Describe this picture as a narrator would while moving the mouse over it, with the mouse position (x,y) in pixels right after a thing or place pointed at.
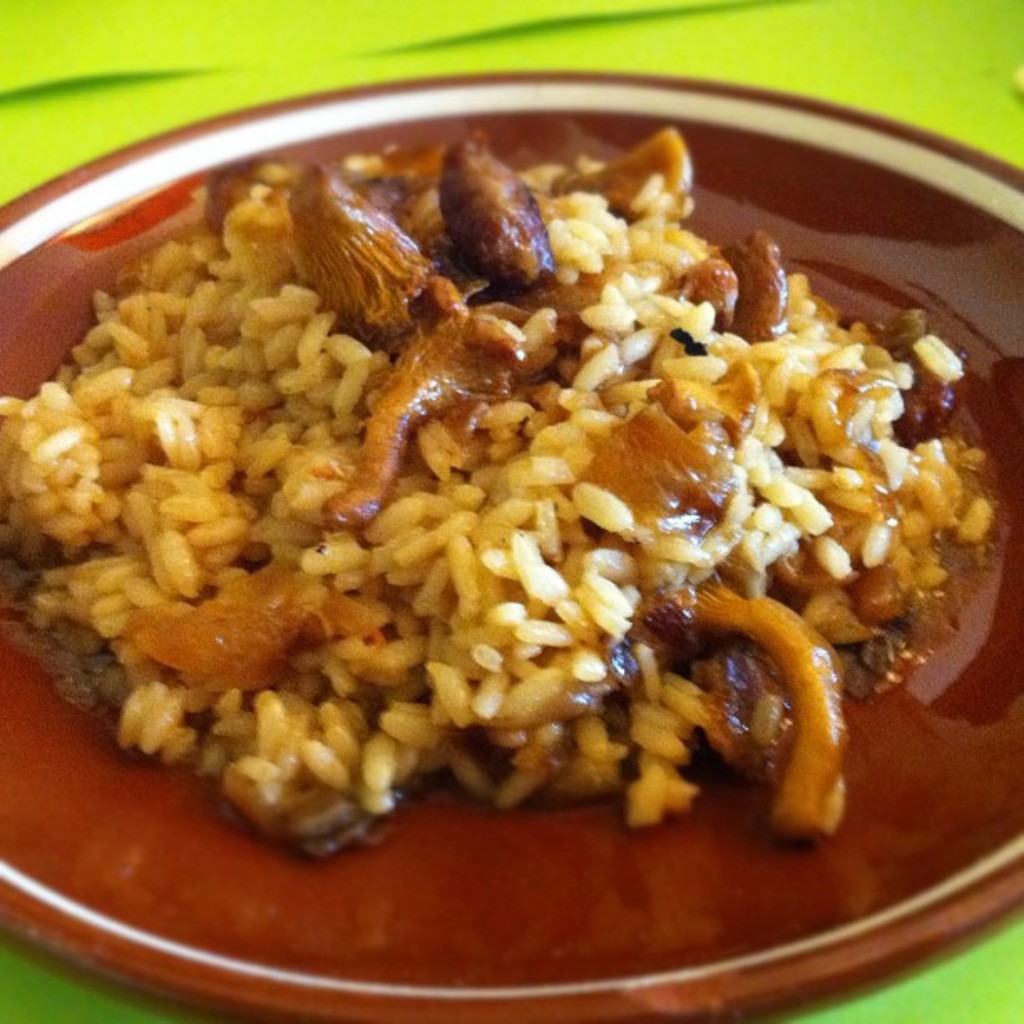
This image consists of food items (602,425) in a plate (700,134) kept on the table (3,142). This image is taken may be in a room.
